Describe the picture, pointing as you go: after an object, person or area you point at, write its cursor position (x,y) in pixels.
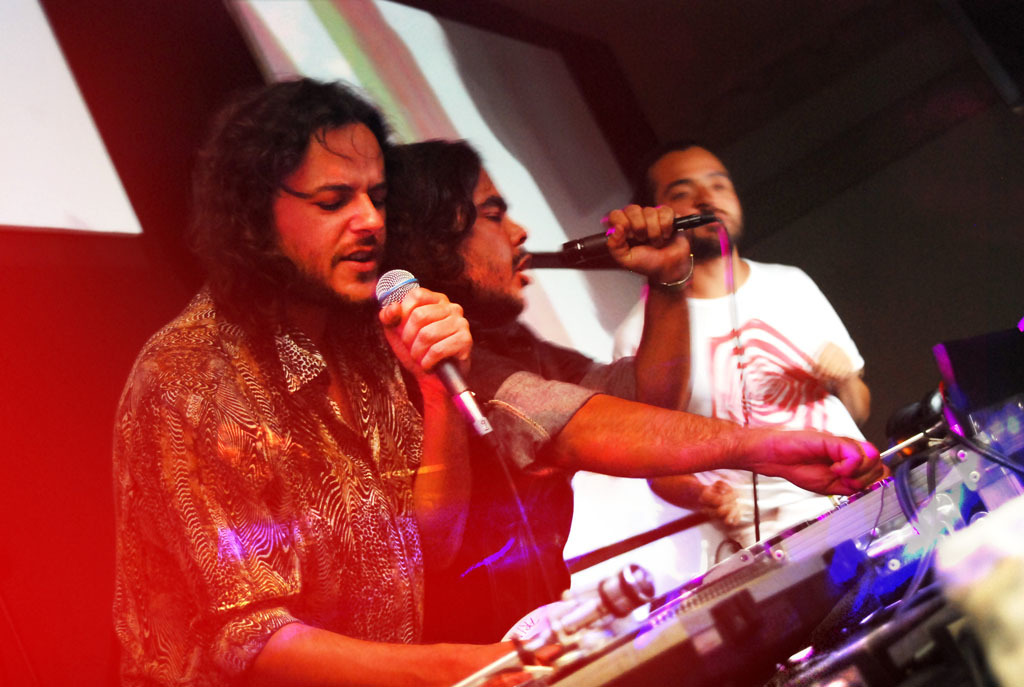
In this picture we can see three men (672,395), two men (630,407) in the front (452,441) are holding microphones (469,396), on the right side (971,626) there is an audio visual equipment (863,575).
